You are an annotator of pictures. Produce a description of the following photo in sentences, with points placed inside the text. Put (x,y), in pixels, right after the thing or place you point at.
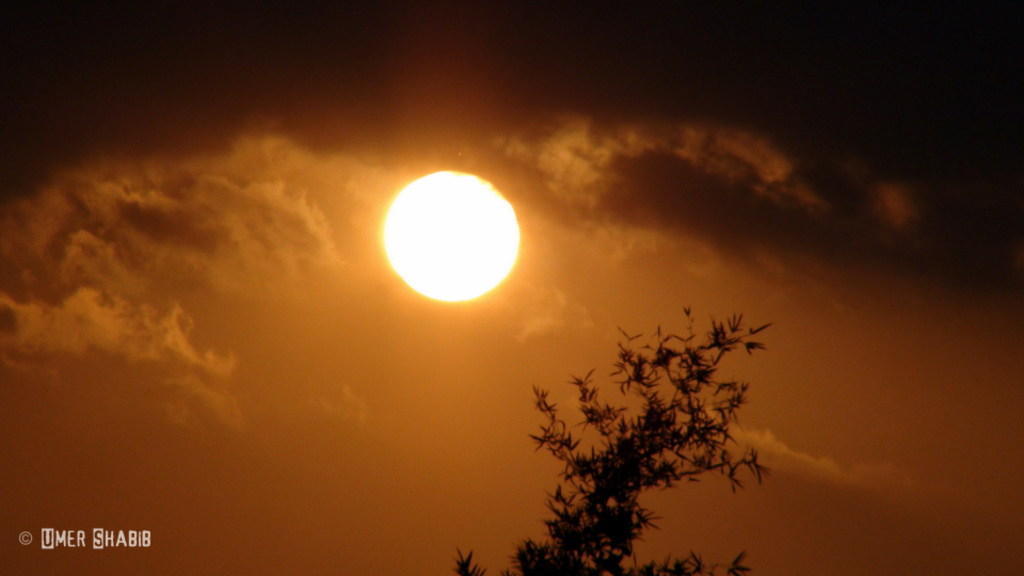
In this image I see the sun (465,237) over here and I see the clouds (152,214) and I see the leaves (665,409) over here and I see the watermark (73,542) over here.
